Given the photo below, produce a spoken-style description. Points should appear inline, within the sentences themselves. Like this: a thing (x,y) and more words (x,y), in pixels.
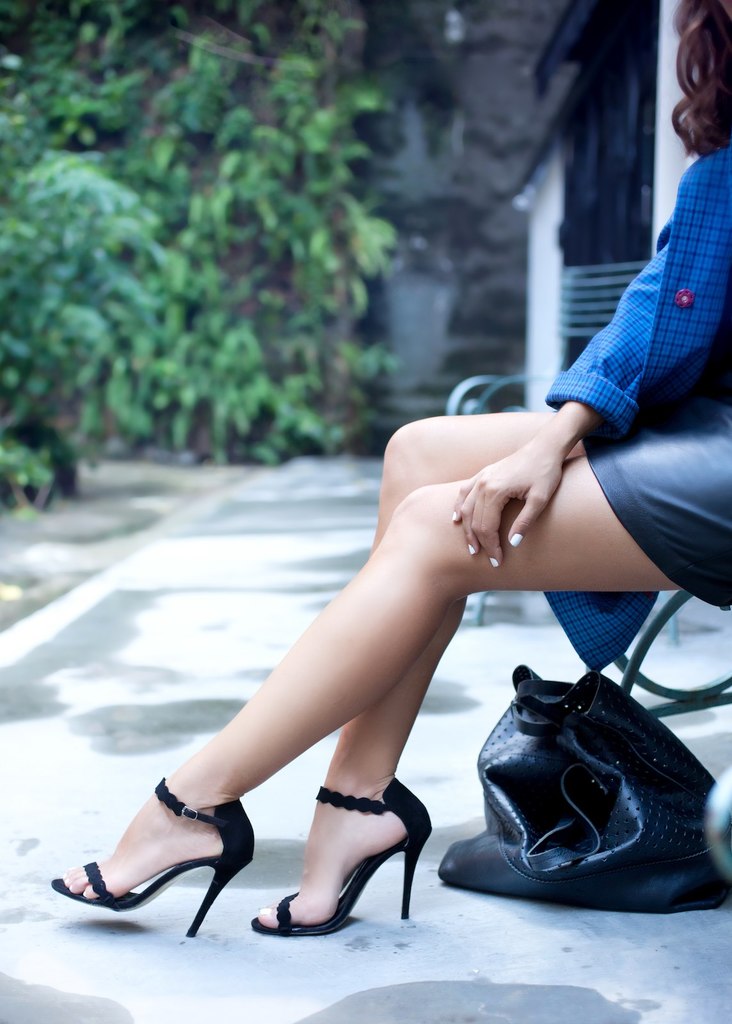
On the right side of the image (522,472) there is a lady (594,447) sitting. She is wearing a blue dress (670,340). There is a bag (657,787) placed on the floor (463,705). In the background (272,403) there are trees (251,272).
